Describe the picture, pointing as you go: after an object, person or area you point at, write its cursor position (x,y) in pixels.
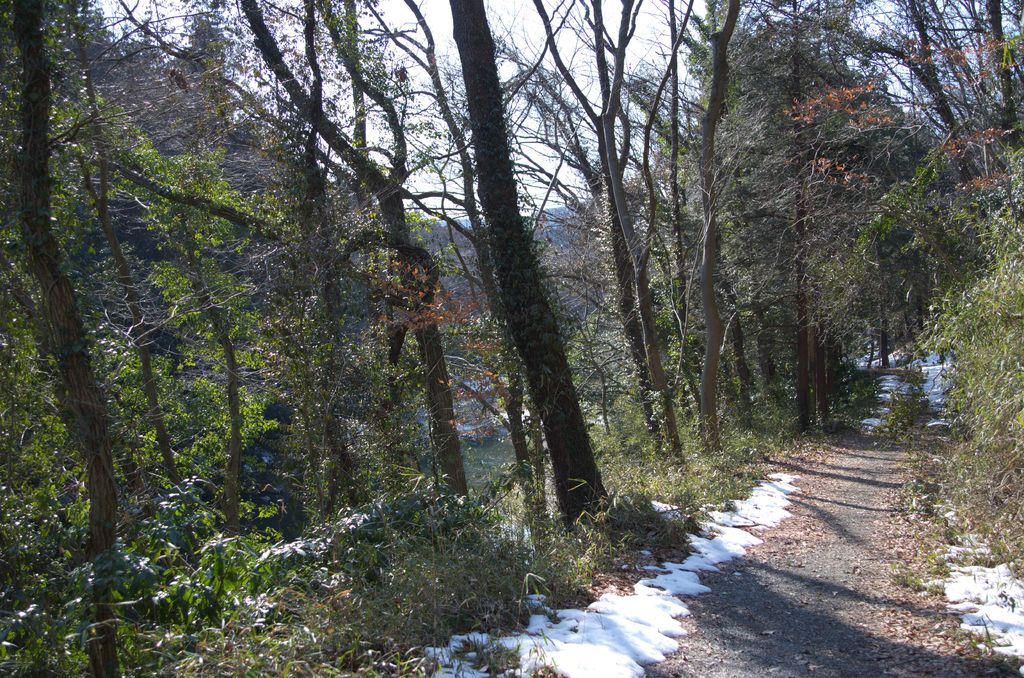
In this picture we can see the sky (515,46), trees (781,46). On either side of the pathway (787,550), on the ground (774,541) we can see white surface (632,658) and it seems like the snow (665,611). This is a forest area (704,510).
